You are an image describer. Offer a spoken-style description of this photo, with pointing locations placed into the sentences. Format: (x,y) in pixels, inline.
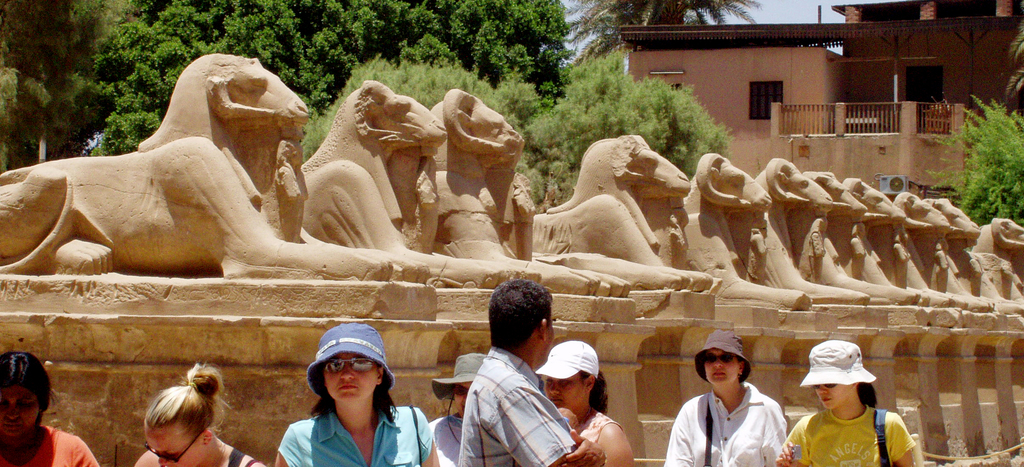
In this image I can see group of people (384,424), in front the person (419,432) is wearing blue shirt (407,437) and blue cap (359,347) and I can also see few bags (884,416). Background (281,145) I can see few statues (362,155) in brown color, trees (400,64) in green color, a building (765,72) in brown and cream color and the sky (782,13) is in white color.
